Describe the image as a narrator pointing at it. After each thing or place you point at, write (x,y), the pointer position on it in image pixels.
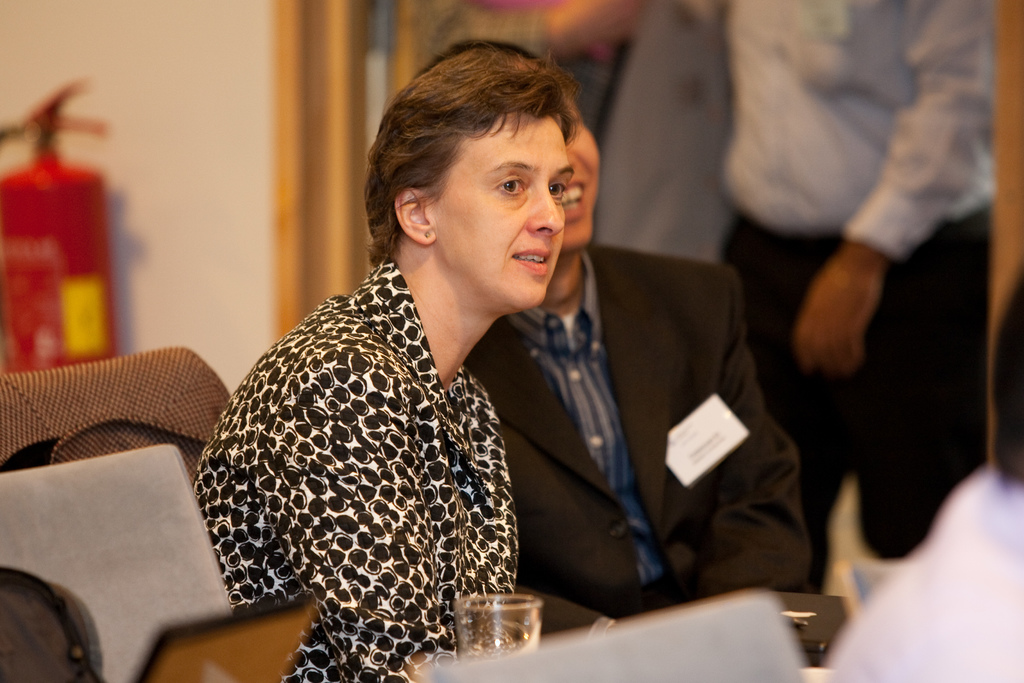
In this picture we can see a group of people (743,500) where some are sitting on chairs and smiling and some are standing, glass (502,598), fire extinguisher (106,260) and some objects (203,538) and in the background (143,180) we can see the wall (137,189).
